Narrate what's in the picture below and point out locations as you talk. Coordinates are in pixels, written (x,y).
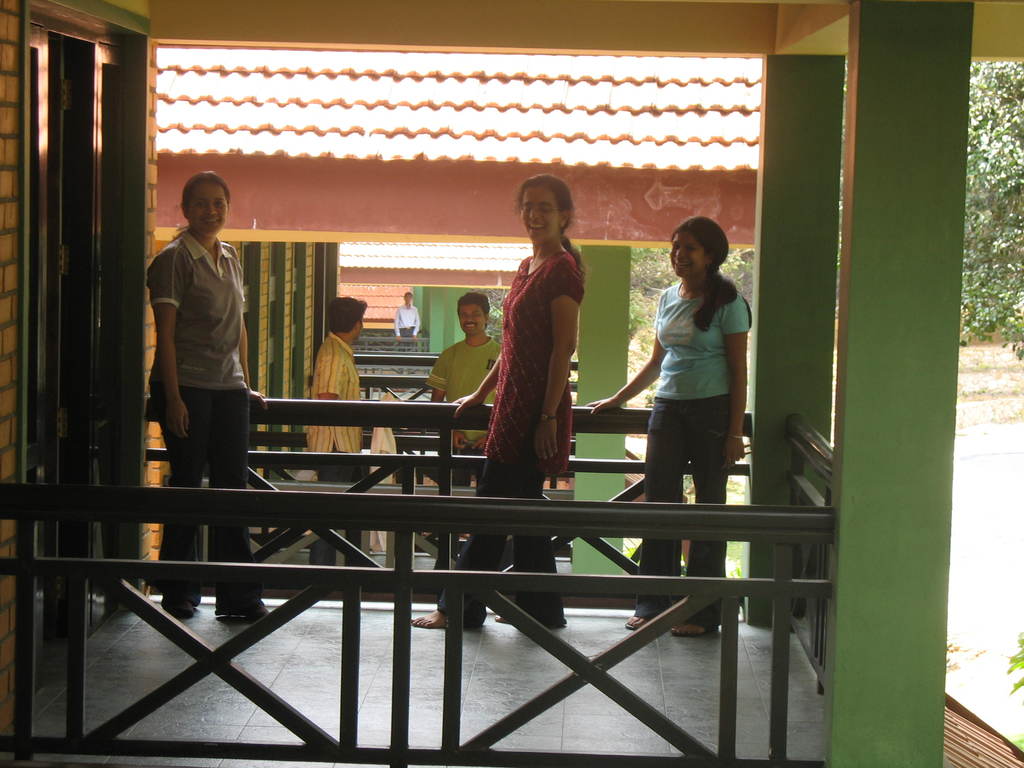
In this picture there are people (225,307) standing and we can see railings (32,621), houses (29,350) and pillars (427,321). In the background of the image (986,286) we can see leaves (1003,271).
